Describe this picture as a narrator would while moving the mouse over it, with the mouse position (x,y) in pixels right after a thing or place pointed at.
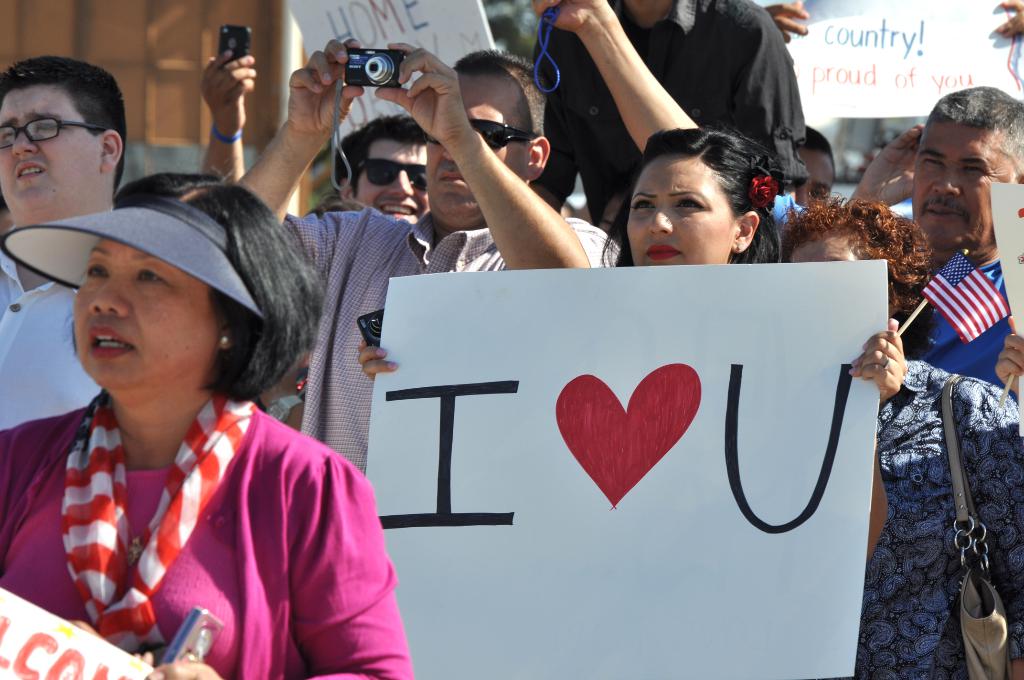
In this picture there are people (558,154), among them few people (315,541) holding boards (651,357) and there is a man (395,244) holding a camera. In the background of the image (254,24) it is blurry.
